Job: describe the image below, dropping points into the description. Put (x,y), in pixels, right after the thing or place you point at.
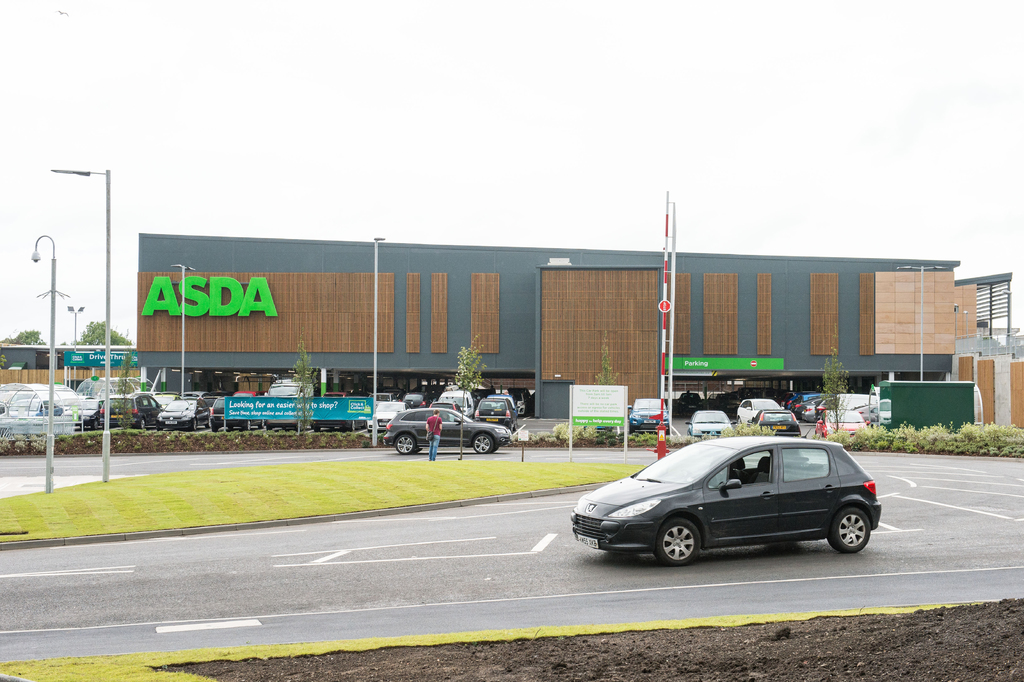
In this image at the bottom (900,507) there is a road (569,570), on the road (104,572) there is one car (656,478) and in the background (260,334) there are some buildings (729,356), poles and some vehicles (400,429). And also there are some persons (437,443) who are standing, and in the background (10,341) there are some trees (102,332). On the top of the image (540,116) there is sky (731,140).
